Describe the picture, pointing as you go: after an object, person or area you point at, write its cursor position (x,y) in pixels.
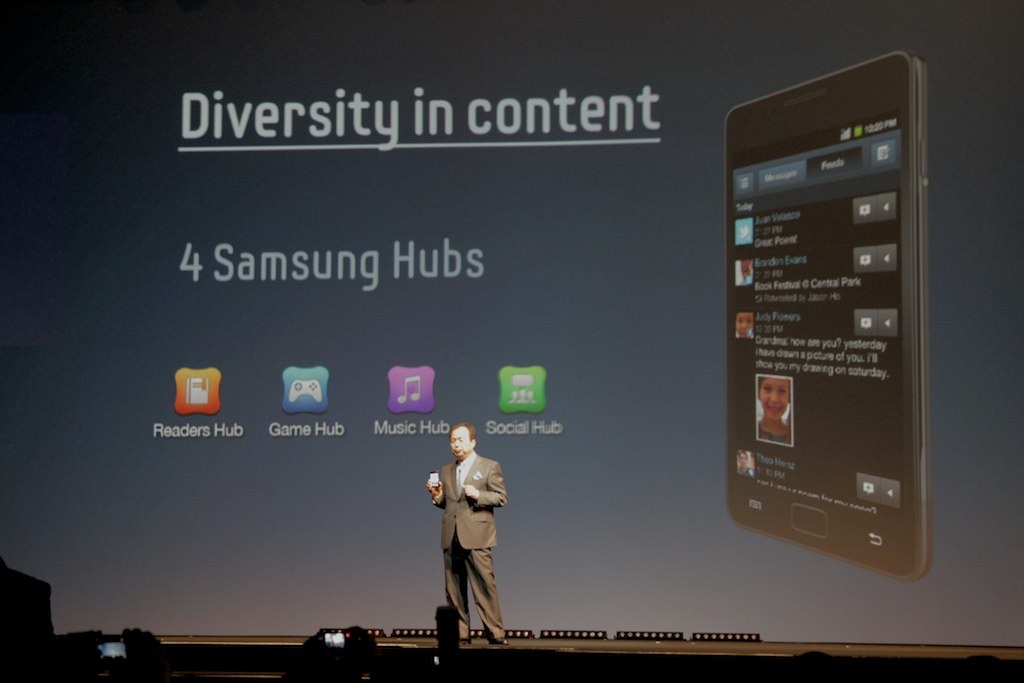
In this image we can see a person (459,500) holding something in the hand (436,491). In the back (358,229) there is a wall (177,177) with screen (395,174). On the screen (373,185) there are icons (396,413), text (285,423) and a mobile (820,462). At the bottom (123,645) there are few objects (342,642).
